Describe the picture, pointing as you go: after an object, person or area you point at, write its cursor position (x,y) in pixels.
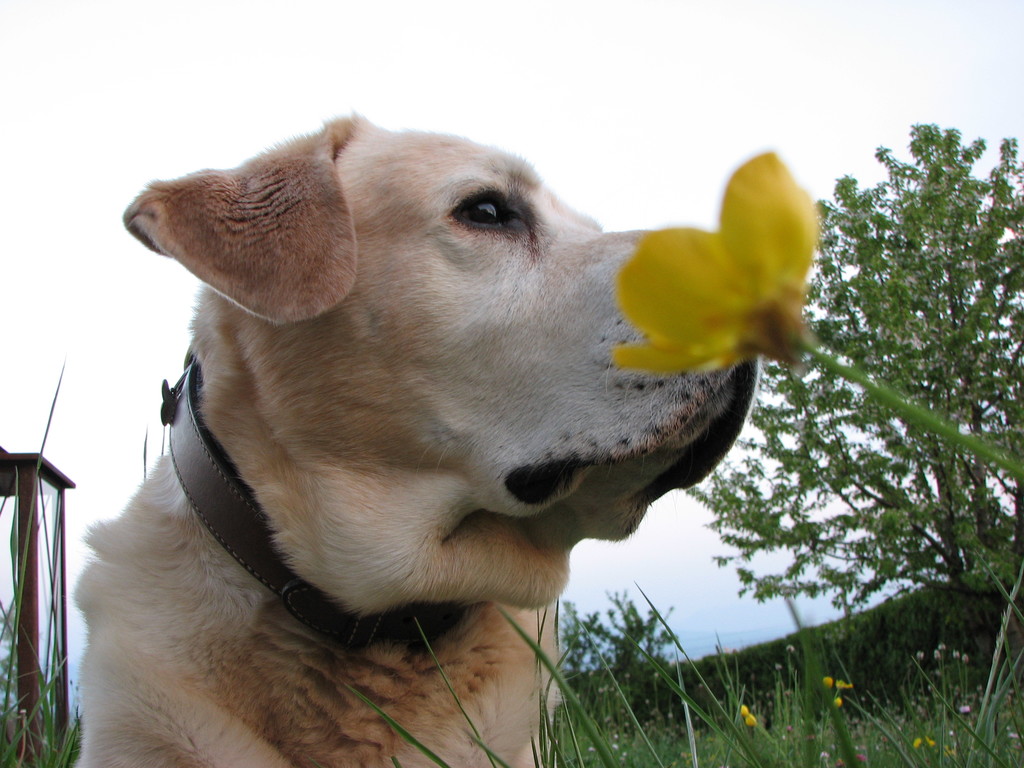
This picture shows a dog (553,449). It is White and Brown in color and we see a brown belt (233,537) to its neck (218,585) and we see trees (800,423) and grass (809,667) on the ground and few plants (619,676) and we see a cloudy sky (577,117) and we see a yellow color flower (821,352) and a stand (50,470).
